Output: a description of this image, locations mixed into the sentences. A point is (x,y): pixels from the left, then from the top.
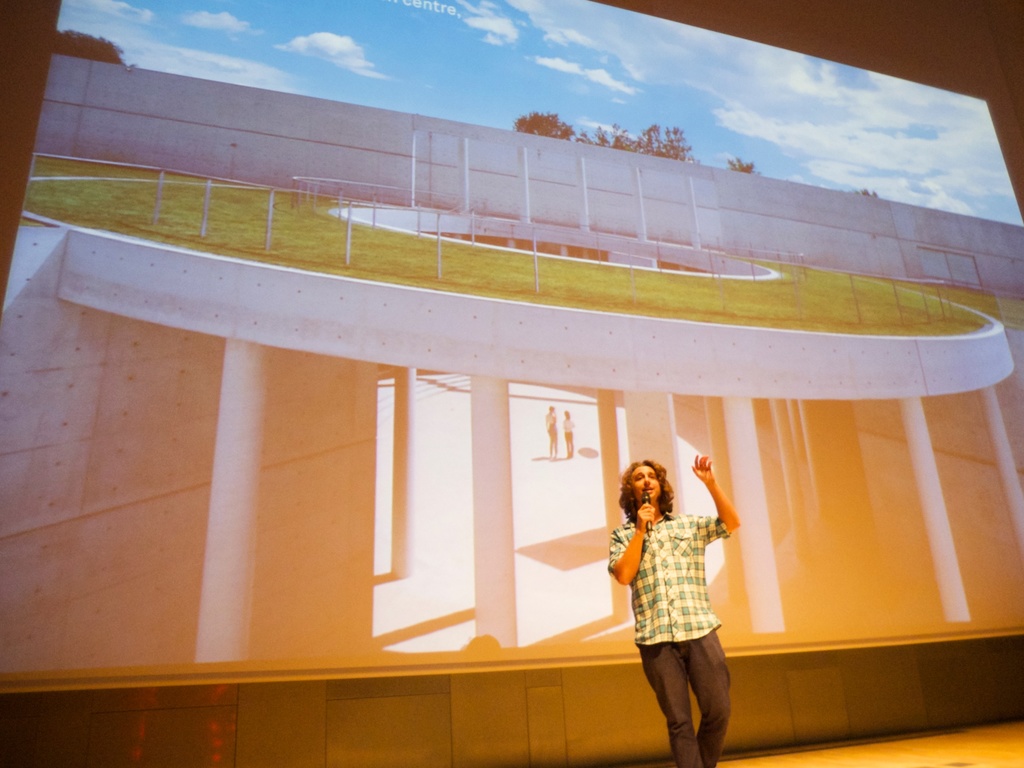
In this image I can see a person (685,589) wearing green and cream colored shirt (683,576) and pant (692,747) is standing and holding a microphone (650,524). In the background (423,488) I can see a huge screen (511,490) in which I can see a building (551,278), two persons (568,432) standing, the sky (486,116) and few trees (625,133).
